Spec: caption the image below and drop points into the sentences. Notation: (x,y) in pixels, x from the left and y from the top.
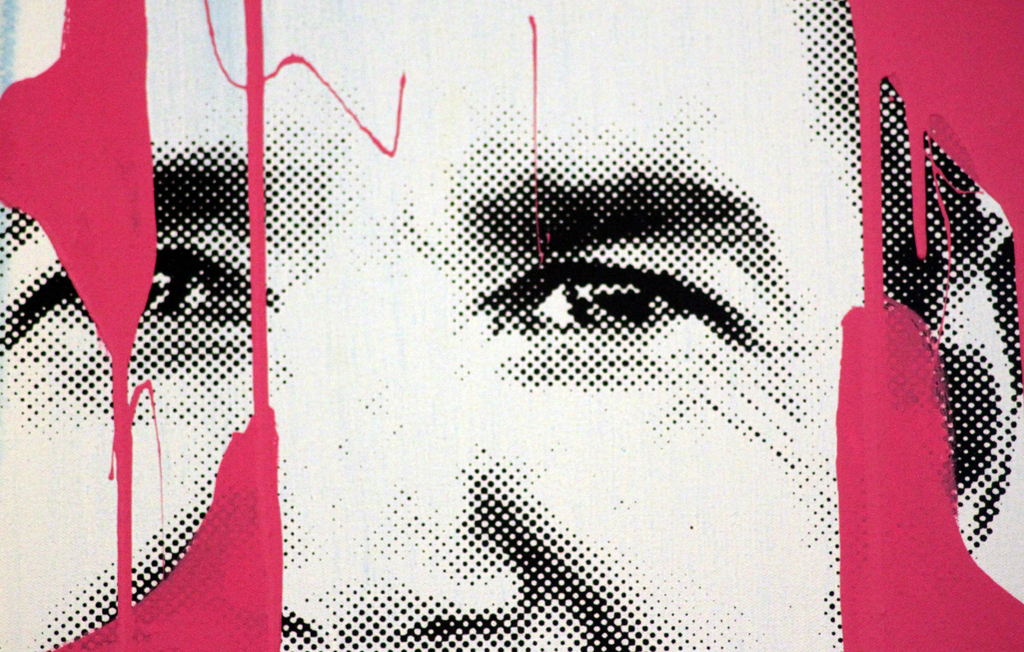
In this image I can see depiction picture of a person's face (418,203). I can also see red colour marks (851,328) on the both side of this image.
